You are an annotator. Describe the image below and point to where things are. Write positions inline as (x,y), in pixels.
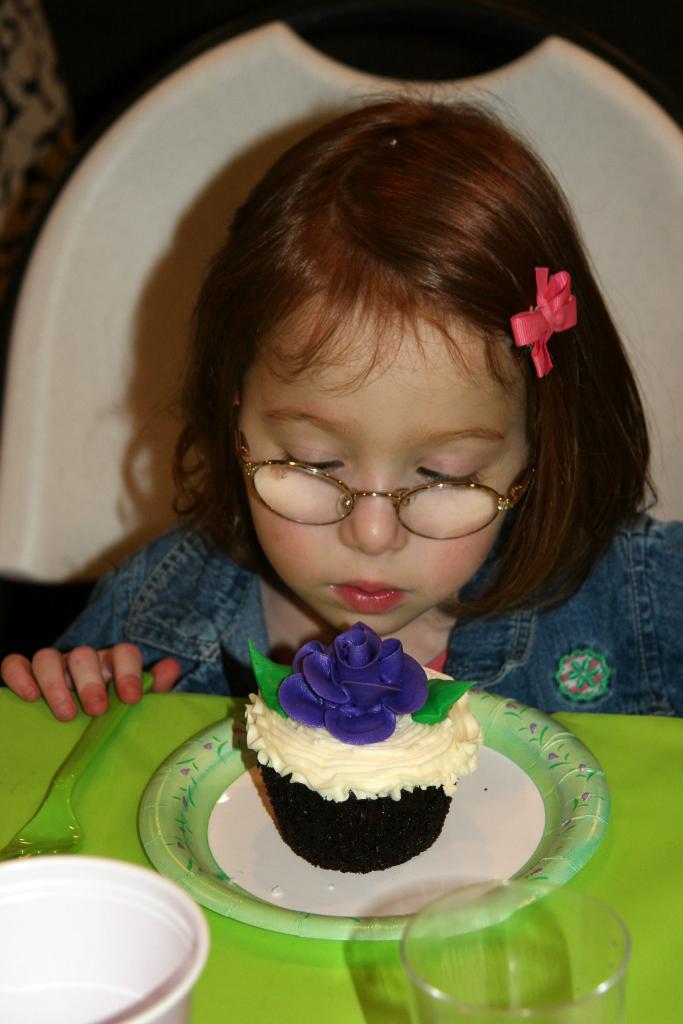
In this picture we can see a girl (544,553) is sitting on a chair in front of a table (654,721), there is a plate (574,808), a glass (592,902) and a cup (98,981) placed on the table (100,798), we can see a cupcake (384,777) in this plate (478,837).
